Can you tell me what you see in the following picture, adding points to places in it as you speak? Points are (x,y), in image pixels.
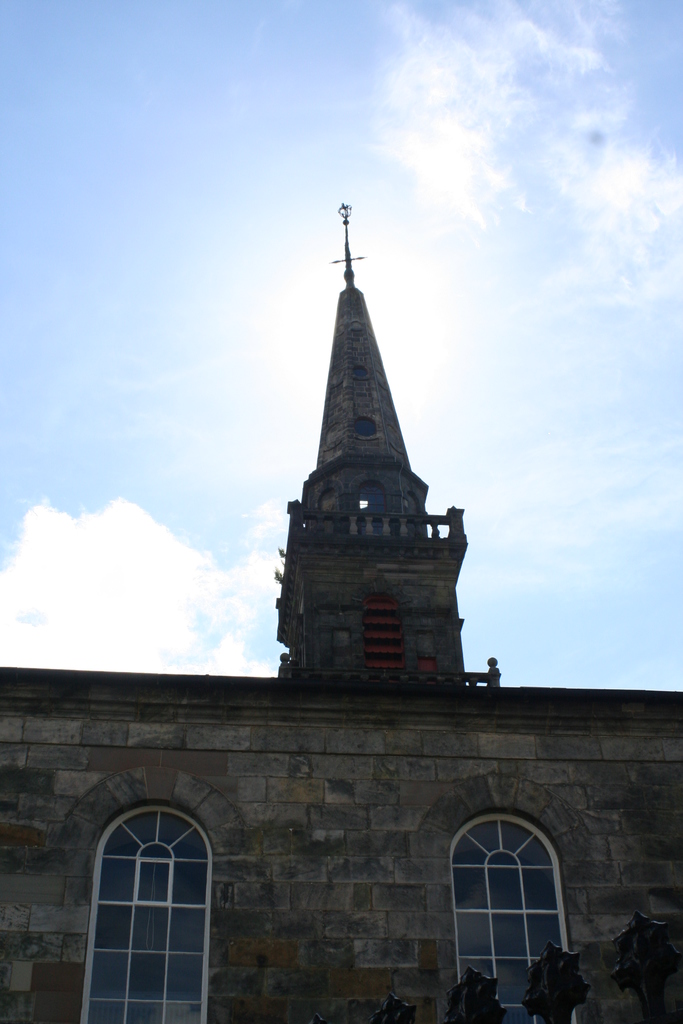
In this image we can see a building (291,636) and glass windows (493,962). In the background (215,312) there is sky (527,246) with clouds (8,650).
